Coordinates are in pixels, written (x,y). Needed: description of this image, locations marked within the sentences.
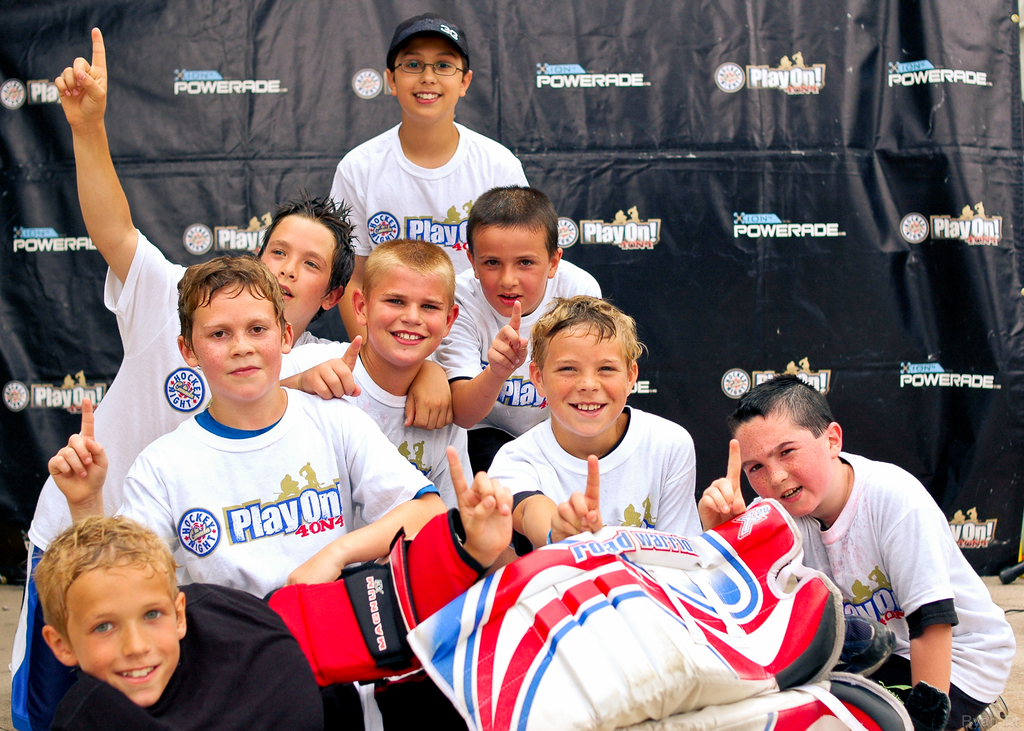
Here we can see a group of children (467,407). Background (715,359) there is a hoarding (678,153).
